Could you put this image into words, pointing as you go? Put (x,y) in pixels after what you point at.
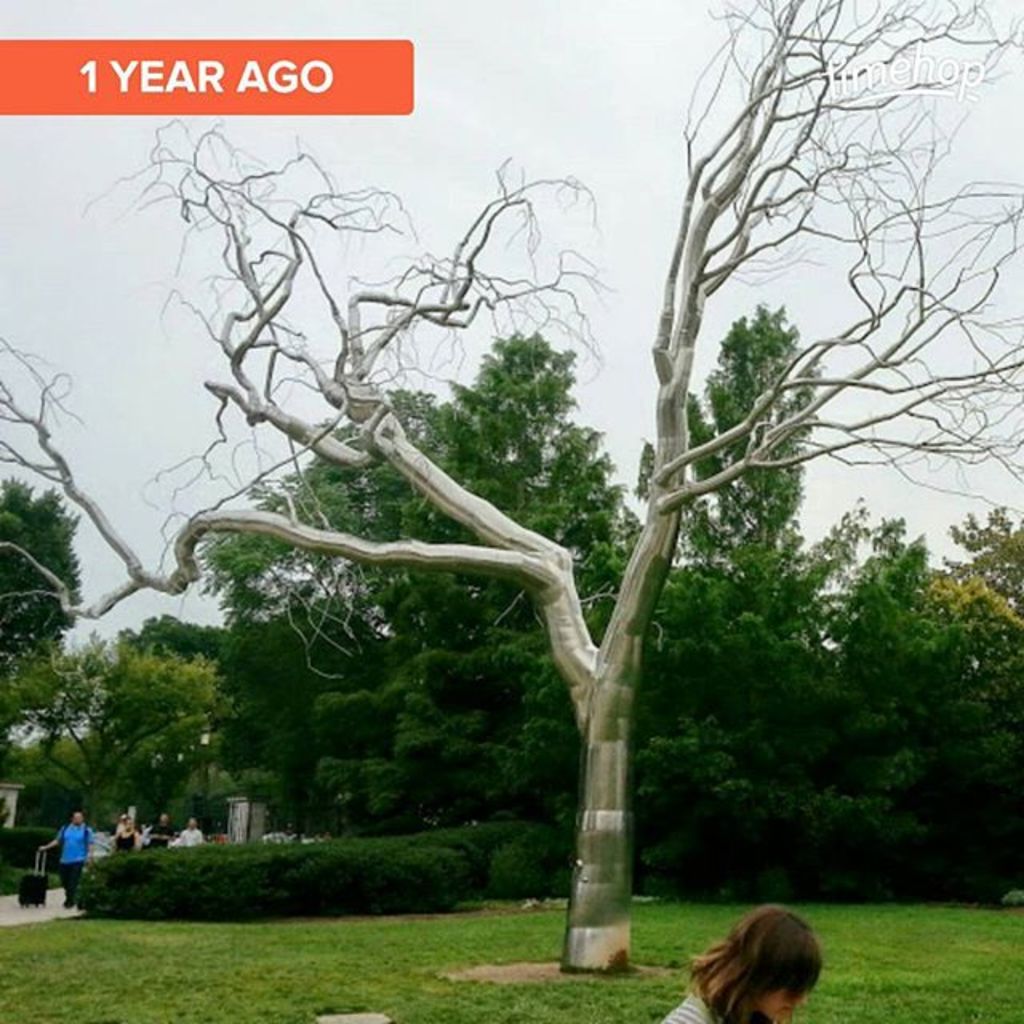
This image consists of trees (596,721) in the middle (608,590). There is sky (980,153) at the top (540,159). There are some persons (728,966) in the middle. There is grass (520,955) at the bottom (898,983).
